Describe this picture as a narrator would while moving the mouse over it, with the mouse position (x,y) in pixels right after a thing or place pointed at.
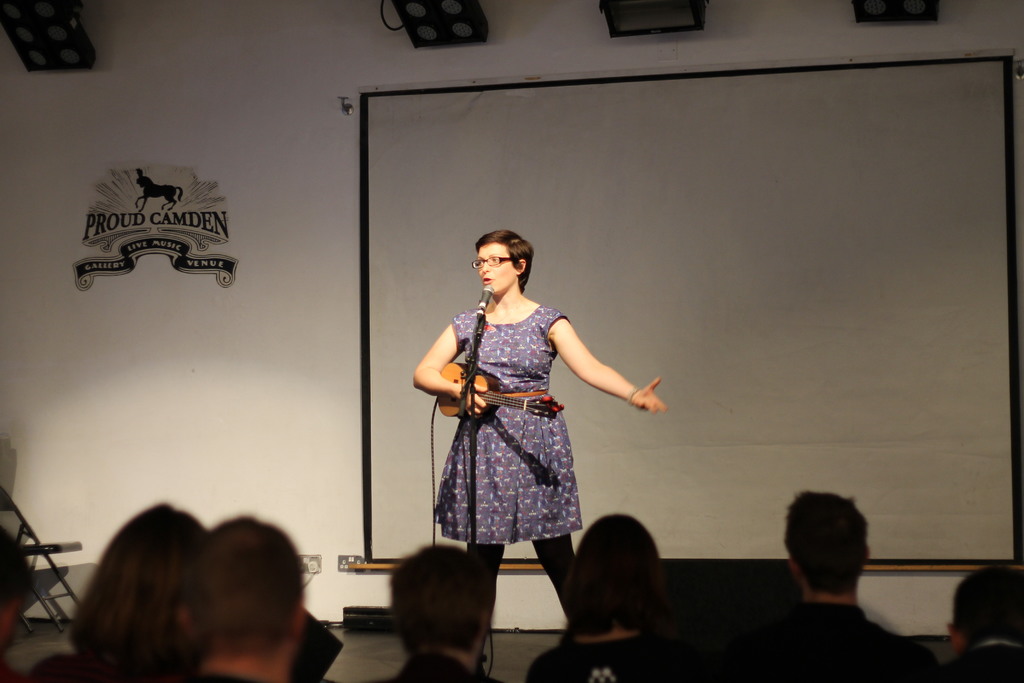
In this image a woman (516,282) is standing and holding a guitar (450,409). Before her there is a mike stand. Behind her there is a display screen (683,342), poster (152,211) and few lights (50,46) are attached to the wall (315,429). Left side (33,538) there is a chair (22,547). Bottom of image (470,632) there are few persons (574,662).
